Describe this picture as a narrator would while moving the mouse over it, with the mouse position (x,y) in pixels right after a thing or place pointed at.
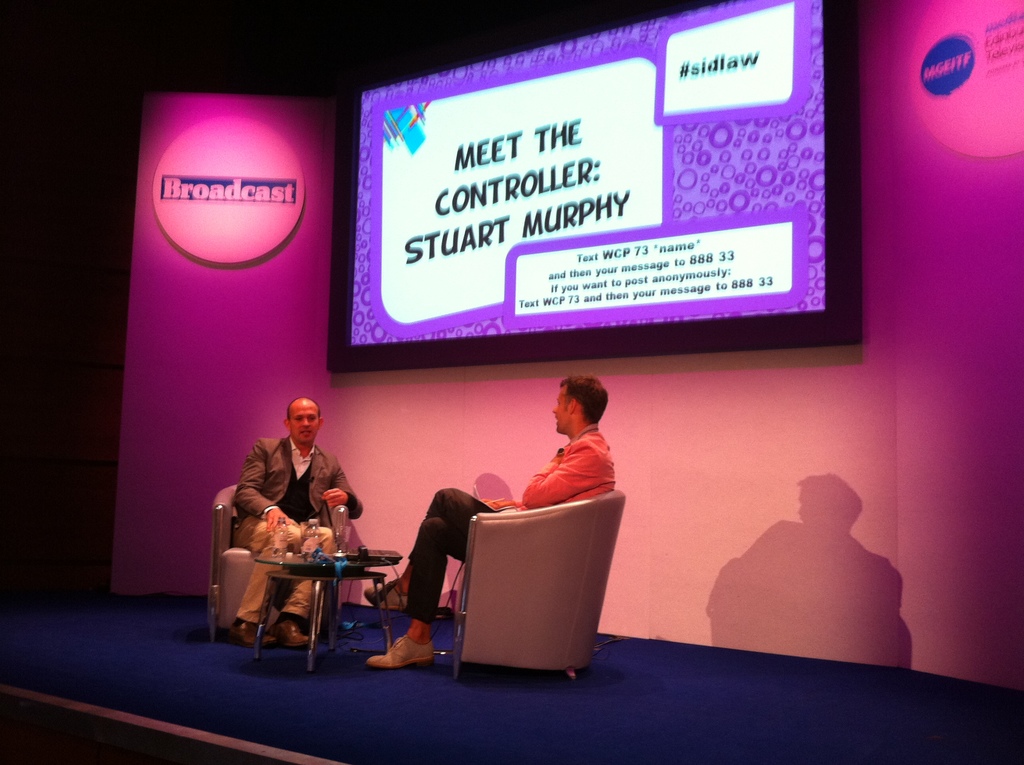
In this picture we can see two men (323,467) sitting on chairs (539,572), table (322,579) on stage (393,680) with bottles (303,545) and some objects (337,553) on it, screen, banner (165,351) and in the background (175,89) it is dark.
